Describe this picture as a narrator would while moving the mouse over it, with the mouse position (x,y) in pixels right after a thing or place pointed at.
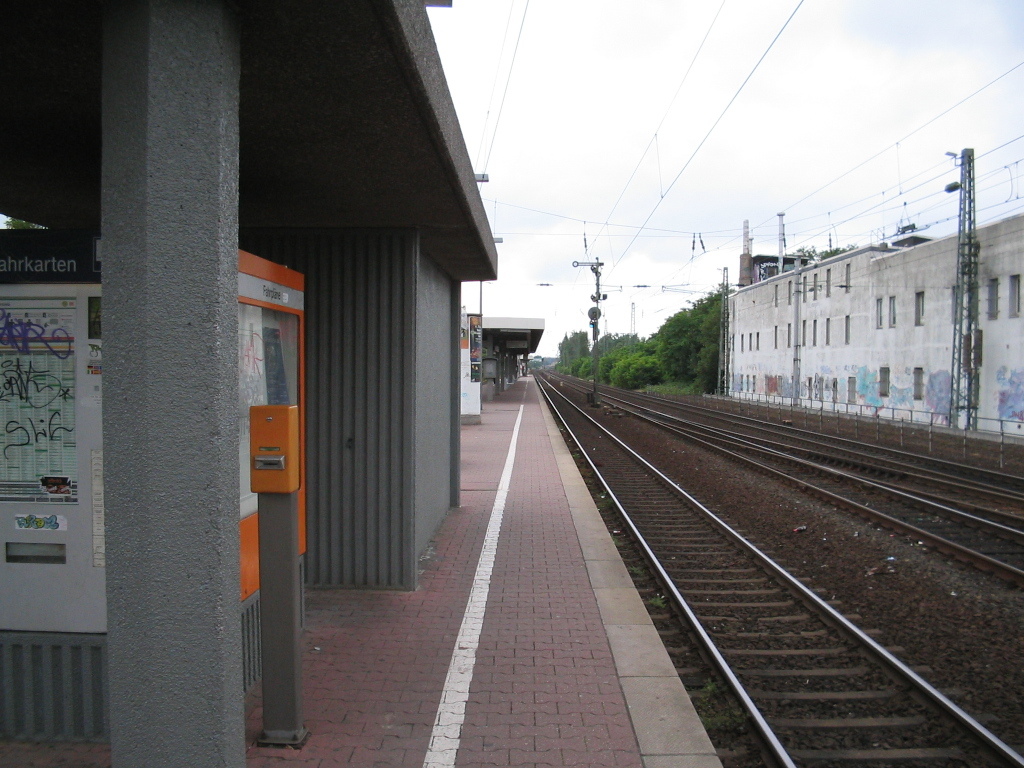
In this image I can see the track (789,563). To the side of the track (763,561) I can see the railing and the platform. On the platform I can see the sheds (388,406) and some posters (30,380) to the wall (376,478). In the background (571,323) I can see the sky (562,181).
